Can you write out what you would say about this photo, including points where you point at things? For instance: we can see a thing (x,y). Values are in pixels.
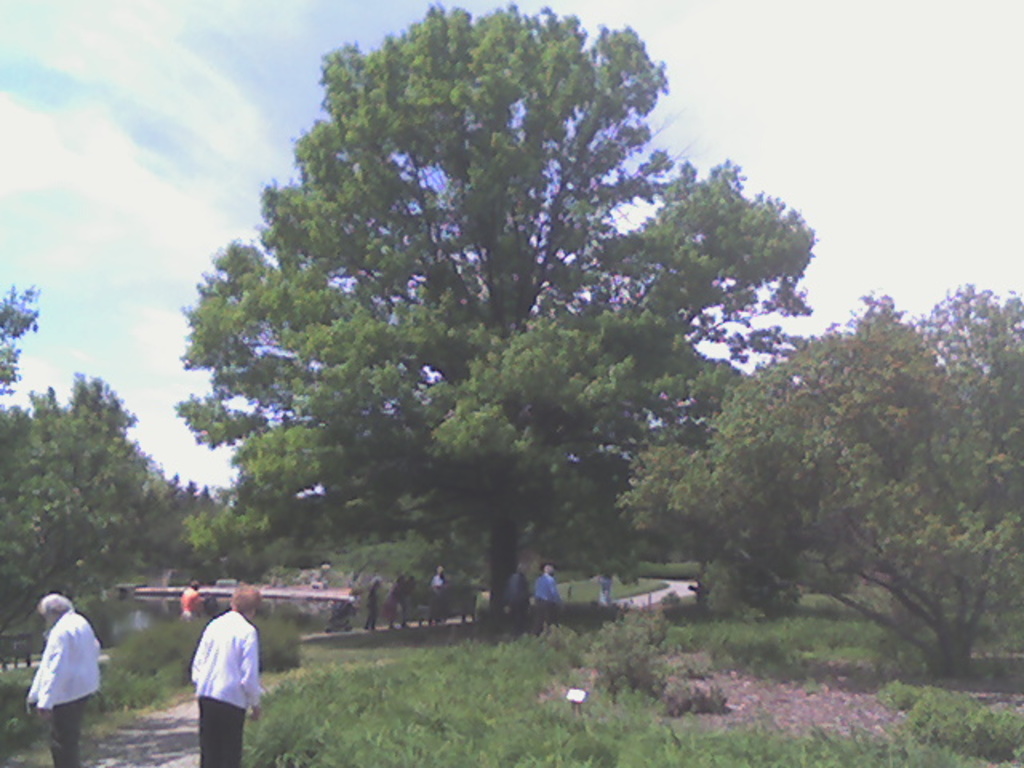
At the bottom of the image (560,735) there are some plants (0,737) and grass (594,625) and few people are standing and walking and there is water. In the middle of the image (464,263) there are some trees (532,522). At the top of the image (1010,184) there are some clouds (116,27) and sky (78,35).
